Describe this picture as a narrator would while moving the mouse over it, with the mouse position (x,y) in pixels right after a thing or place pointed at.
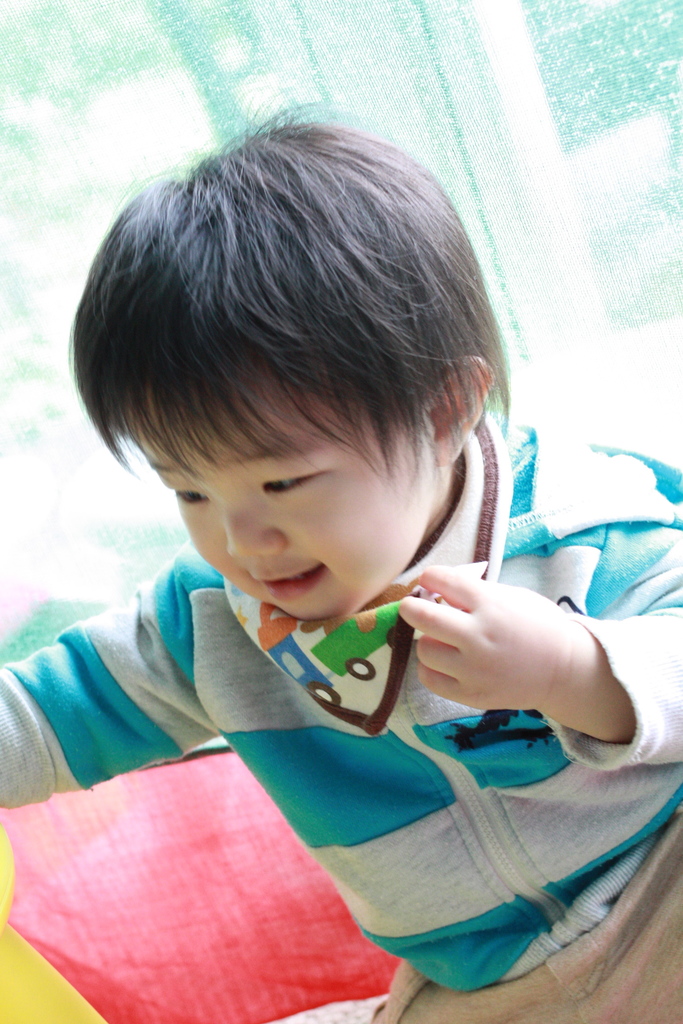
In this image, we can see a kid (326,618) wearing a coat (316,716) and holding an object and in the background (136,63), there is a cloth (620,164).
